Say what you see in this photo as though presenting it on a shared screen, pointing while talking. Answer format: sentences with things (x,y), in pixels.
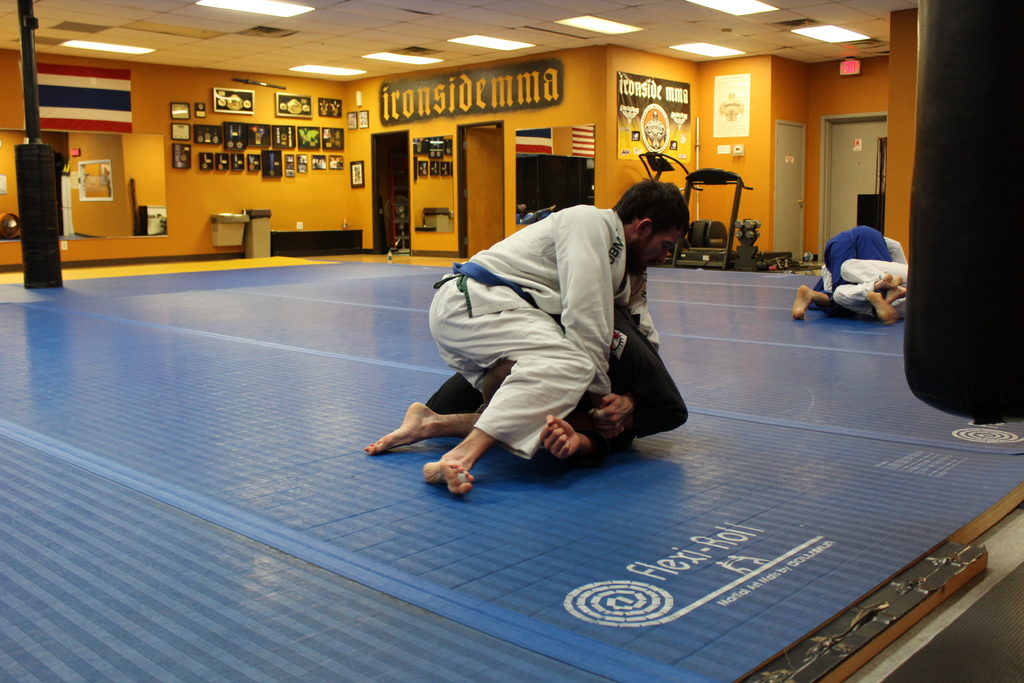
In this image there is a floor (153,675) on that floor (420,452) two men (571,338) are fighting, in the background (103,160) there is a mirror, in that mirror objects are reflecting, on top (373,35) there is ceiling (468,23) and lights (305,10).
